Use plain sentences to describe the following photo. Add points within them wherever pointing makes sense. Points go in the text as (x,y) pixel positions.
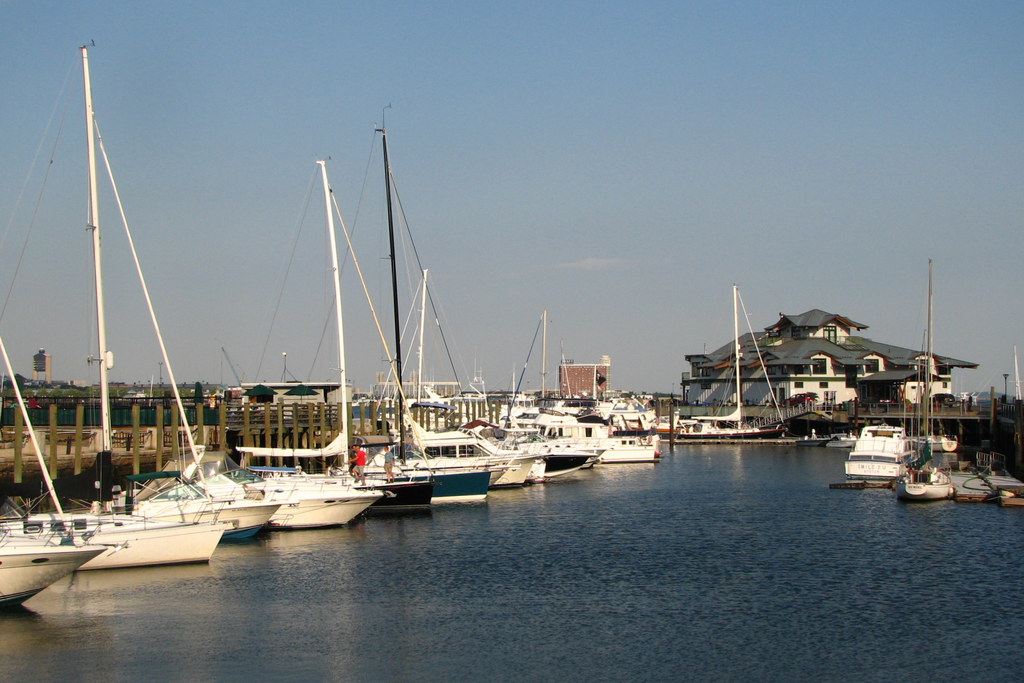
There are ships (32,544) on the water (761,481). Behind that there is fencing (60,397) and buildings (847,348).
